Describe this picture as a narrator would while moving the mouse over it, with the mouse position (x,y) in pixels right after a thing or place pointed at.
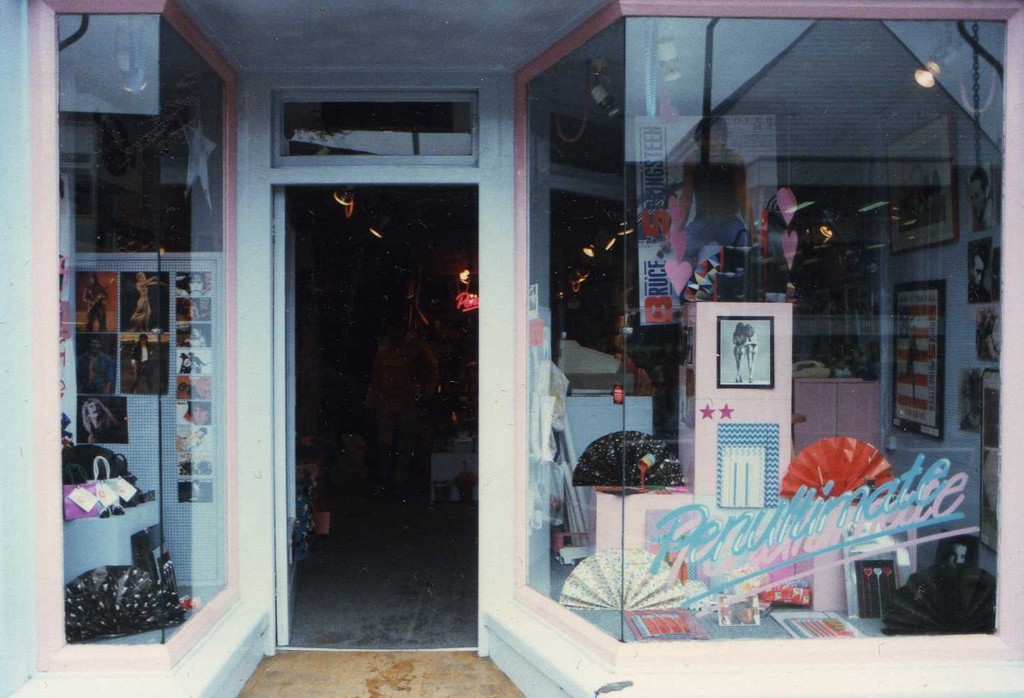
This picture shows a store (623,357) and we see few photographs (138,351) in the glass box (925,167) and a couple of photo frames (909,179).
